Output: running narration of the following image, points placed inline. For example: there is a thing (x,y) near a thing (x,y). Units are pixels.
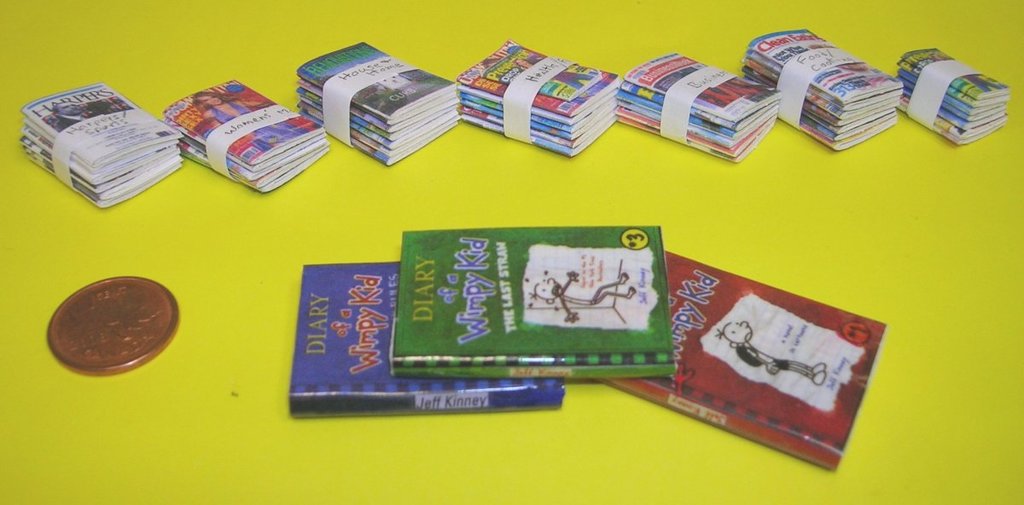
This image consists of many books (728,279) and a coin (176,314) kept on a desk (814,205). The desk (857,166) is in yellow color.
